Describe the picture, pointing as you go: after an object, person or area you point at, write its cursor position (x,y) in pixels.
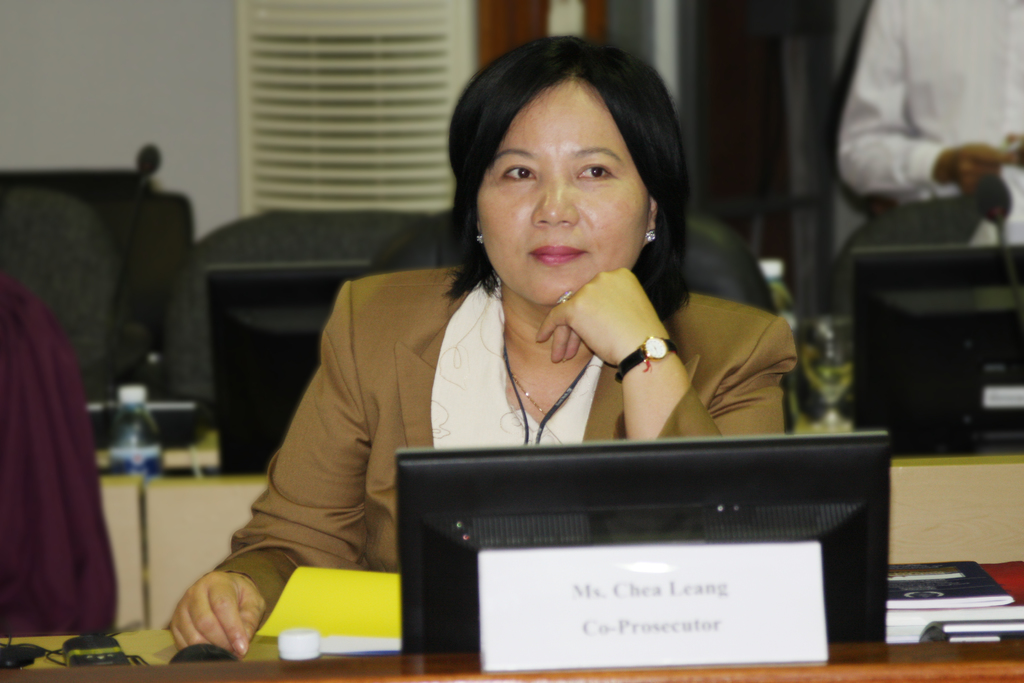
In the middle of this image (624,292), there is a woman (504,225) in a suit (334,399), sitting and placing a hand (186,636) on the table (157,633), on which there are books (923,585), a screen (887,543), name plate (541,624) and other objects (378,594) arranged. In the background (704,165), there is another person (949,109) standing, there is a white wall (70,29), glasses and other objects (316,219).
